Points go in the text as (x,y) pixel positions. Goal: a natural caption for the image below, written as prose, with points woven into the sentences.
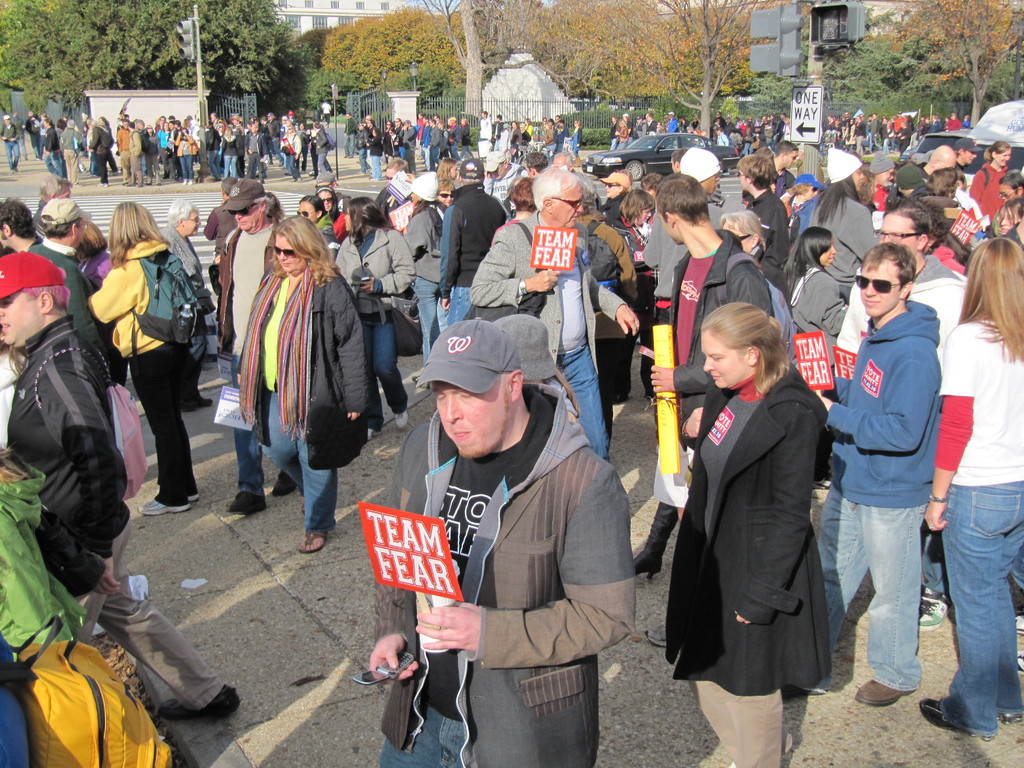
In this image there are group of people (385,377) some of them are holding some placards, and in the background (885,52) there are some buildings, trees (227,17), railing (662,120), poles (807,155), traffic signals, boards (805,139), and at the bottom (263,520) there is a walkway (329,625).
